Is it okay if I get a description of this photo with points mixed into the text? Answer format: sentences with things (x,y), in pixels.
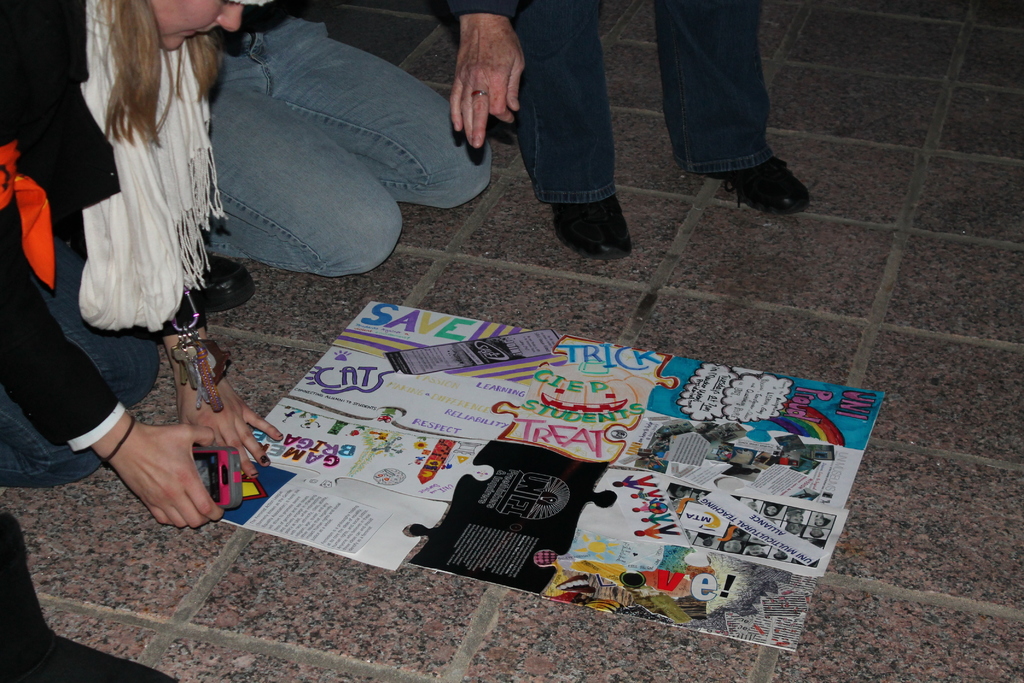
In this image three persons (188,306) are on the floor (939,163). Left side (162,97) a woman (97,145) wearing white colour scarf (156,176) is holding a mobile (200,475) in her hand (192,485). Few posters (400,452) are on the floor (935,535). Top of the image (580,132) there is a person (599,159) standing on the floor (784,248). He is wearing shoes (603,227).
